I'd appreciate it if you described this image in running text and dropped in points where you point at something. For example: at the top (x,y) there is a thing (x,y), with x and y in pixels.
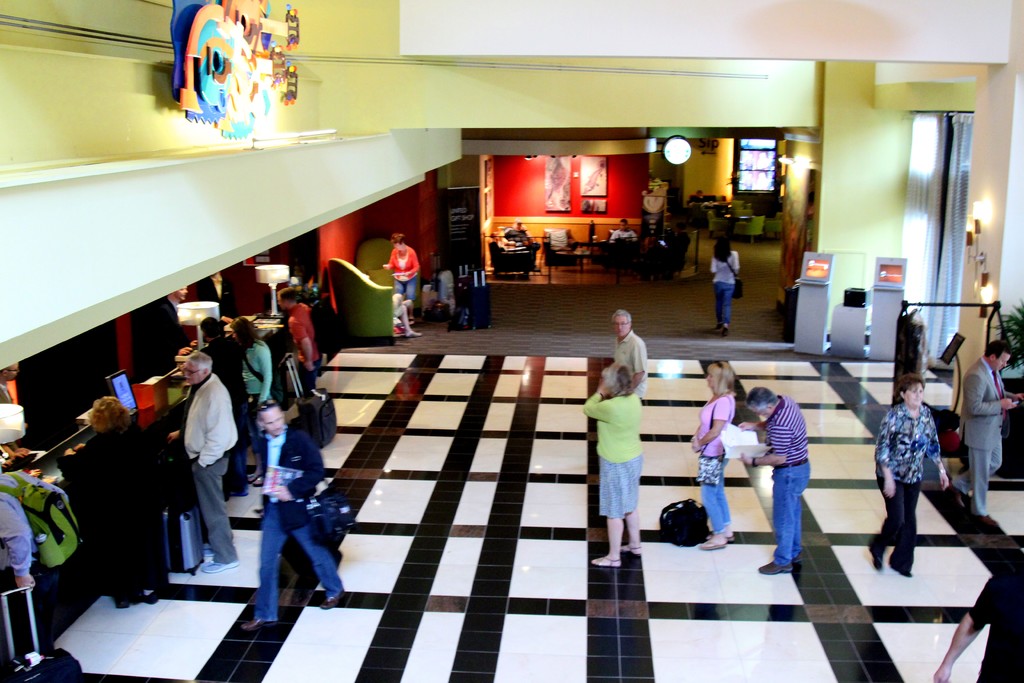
As we can see in the image there is a wall (893,184), few people (298,441) here and there, white and black color tiles (424,487), photo frames (563,177), lamps (6,434) and laptops (114,391).
